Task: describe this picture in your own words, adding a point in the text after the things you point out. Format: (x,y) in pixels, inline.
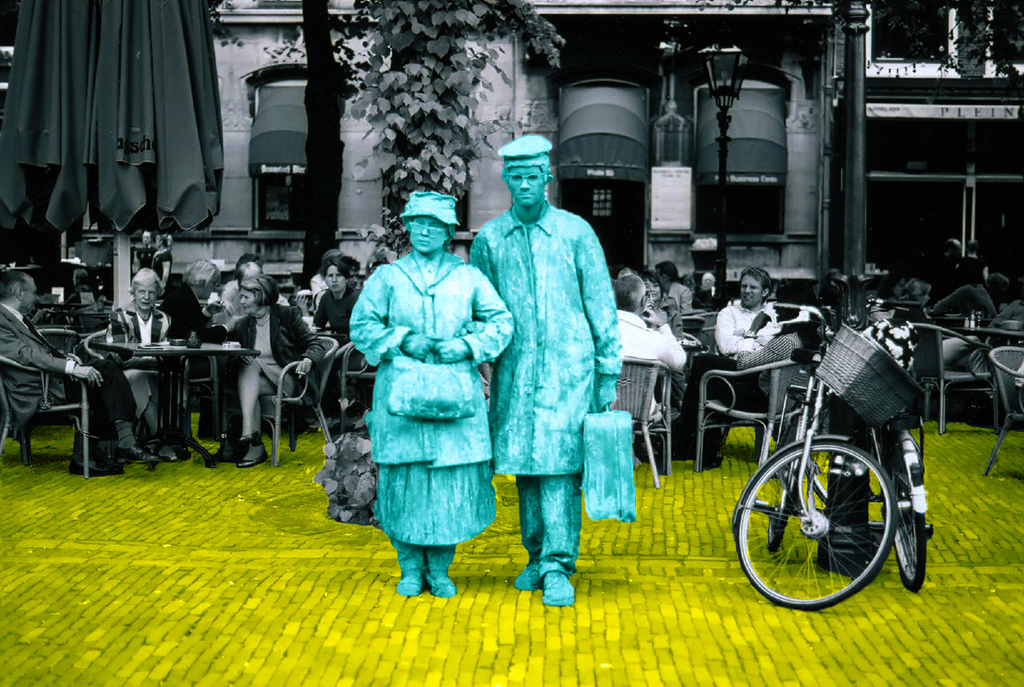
In this image in the center (465,381) there are two statues (525,373), and in the background (128,361) there are some people (165,334) who are sitting on chairs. And on the right side (832,504) there are cycles (882,475), in the background (803,114) there are some windows (888,148), wall (791,144), plants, pole (724,129) and lights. And on the left side (91,70) there is a curtain (114,134), at the bottom (585,593) there is walkway (957,593).
